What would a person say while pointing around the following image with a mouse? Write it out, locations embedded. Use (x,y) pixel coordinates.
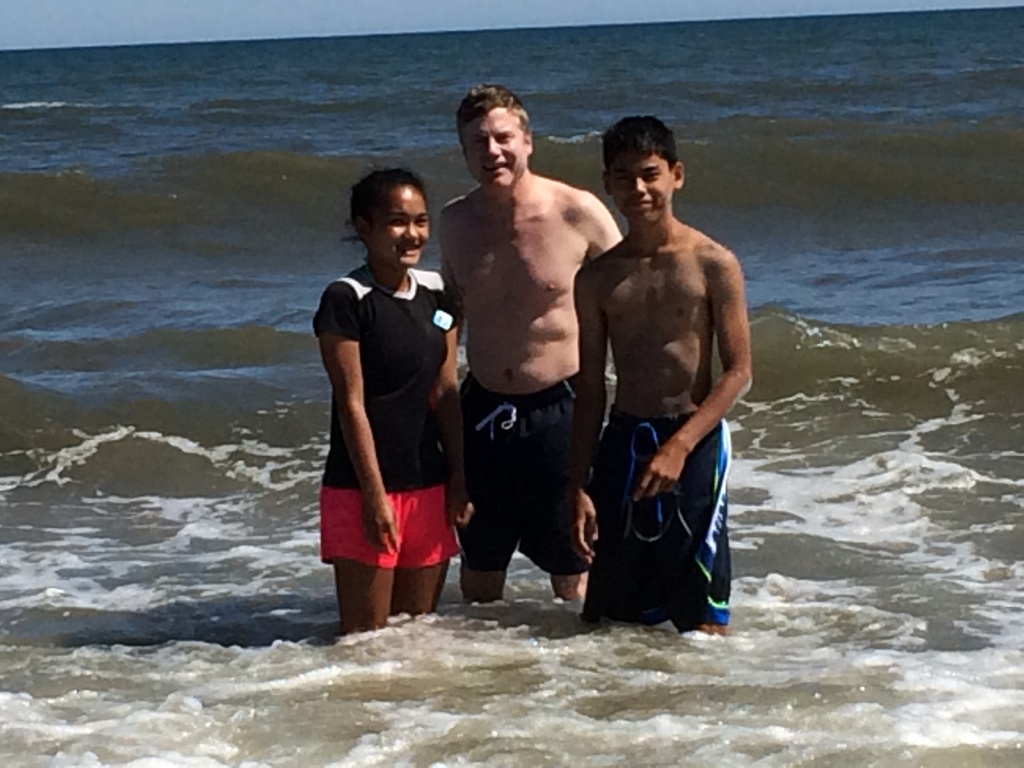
In this image, there are three persons (443,364) standing in the water (828,546) and smiling. At the top of the image (268,28), there is the sky (268,28).
